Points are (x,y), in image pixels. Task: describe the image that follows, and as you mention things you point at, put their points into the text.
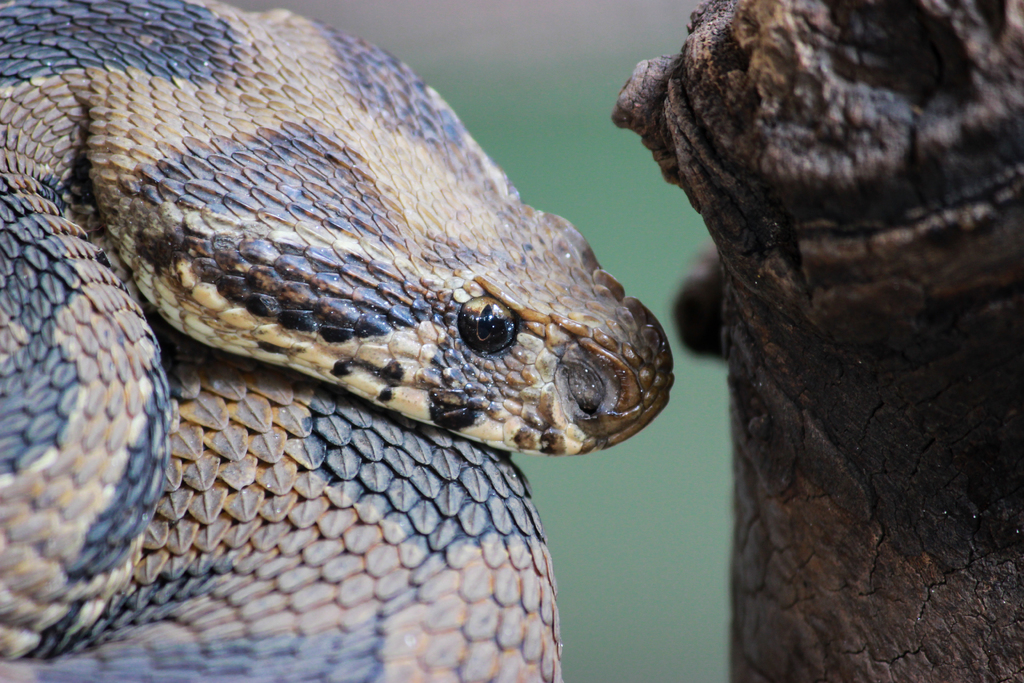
In this picture I can observe snake (406,305) in the middle of the picture (406,305). On the right side (860,93) it is looking like a tree trunk (797,343). The background (510,66) is completely blurred.
